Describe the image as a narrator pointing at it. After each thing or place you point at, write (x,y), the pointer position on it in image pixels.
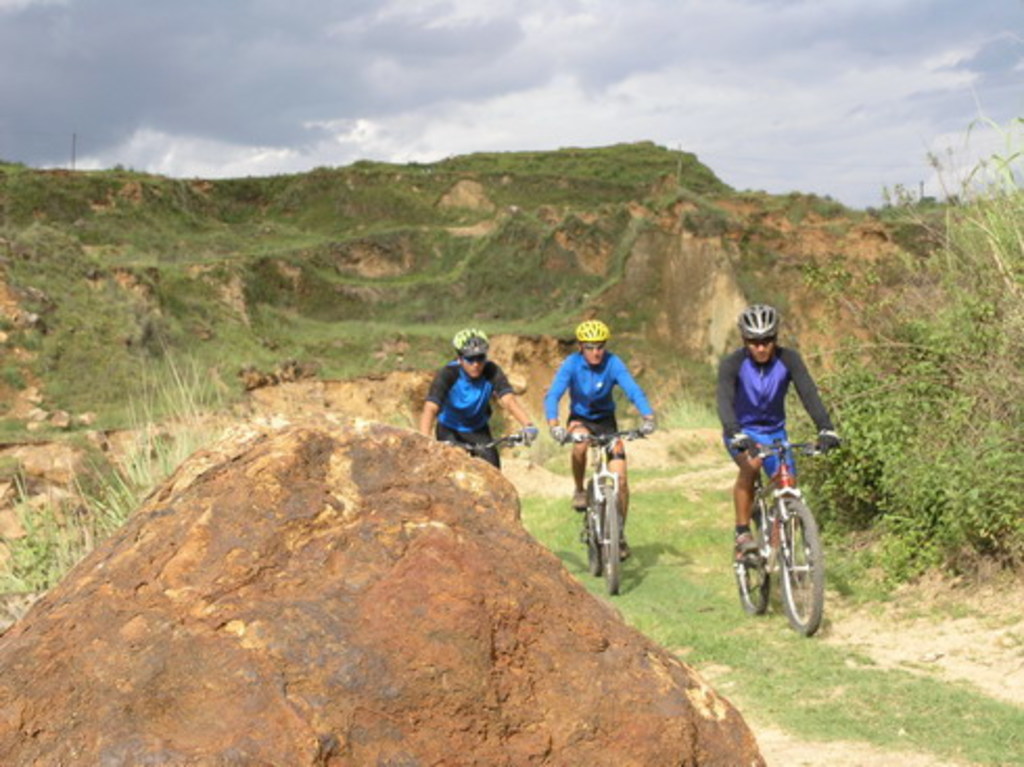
In the background (591,83) we can see the sky (672,67) and it seems like a cloudy day and we can see the hills (392,191). We can see people (794,382) wearing helmets (587,329) and riding bicycles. On the right side of the picture (960,219) we can see a plant (928,332). On the left side (233,595) there is a rock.
